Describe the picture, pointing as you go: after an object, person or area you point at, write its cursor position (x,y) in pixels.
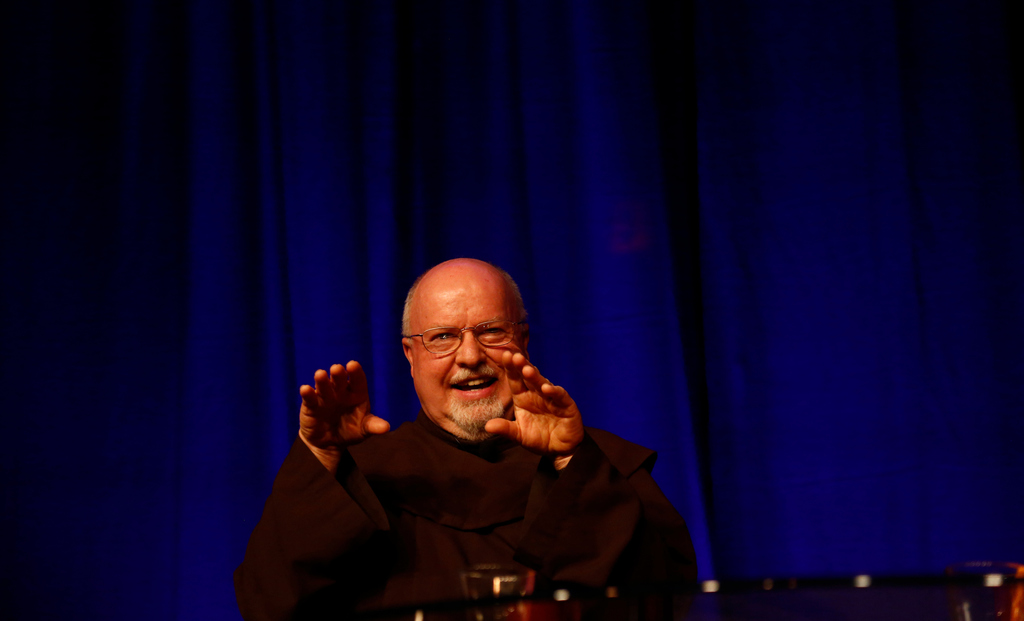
In this image we can see a person (516,470) sitting, in front of him we can see a table (528,600) and in the background (472,123) we can see a curtain (465,118).
